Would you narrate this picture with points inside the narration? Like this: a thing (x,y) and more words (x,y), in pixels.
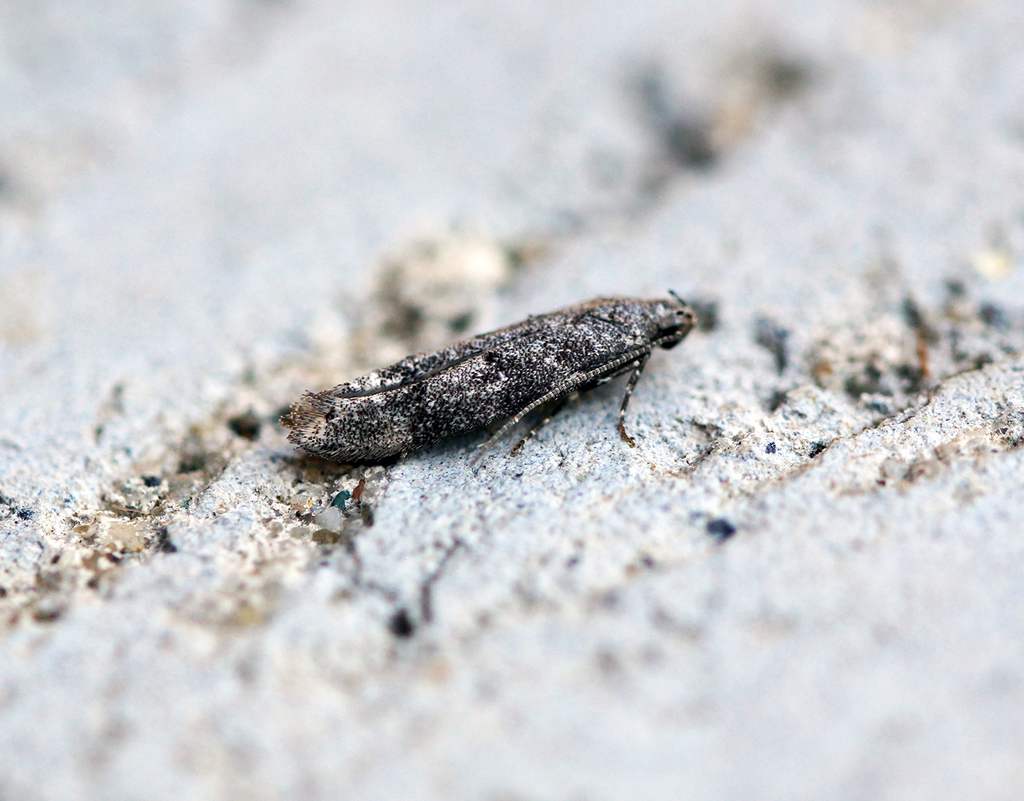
Here there is an insect (445,399).
